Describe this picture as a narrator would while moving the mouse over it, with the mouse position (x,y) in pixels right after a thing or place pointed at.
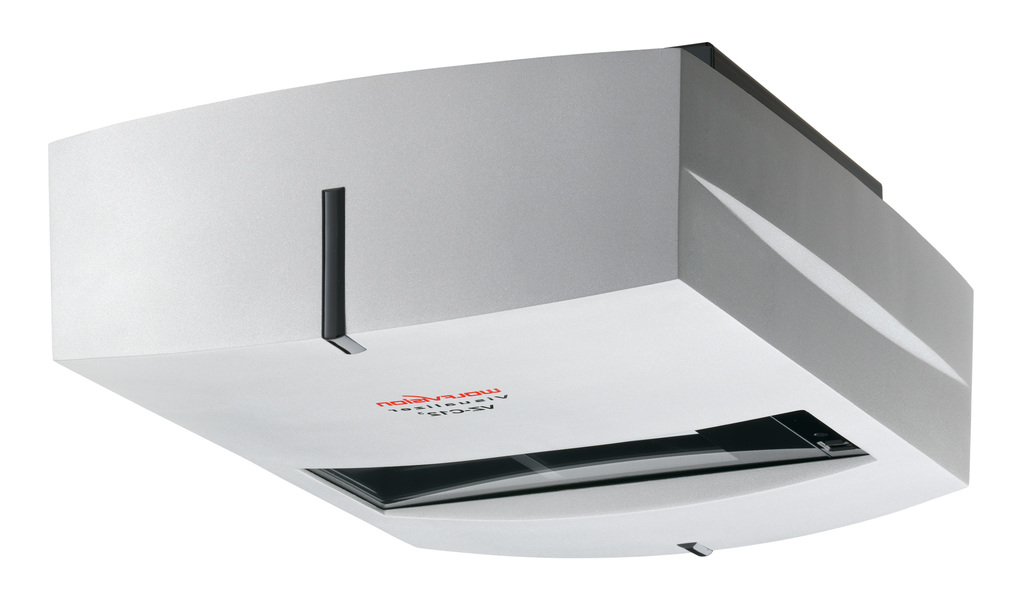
In this image we can see an electronic device (685,251). The background of the image (564,11) is white.
